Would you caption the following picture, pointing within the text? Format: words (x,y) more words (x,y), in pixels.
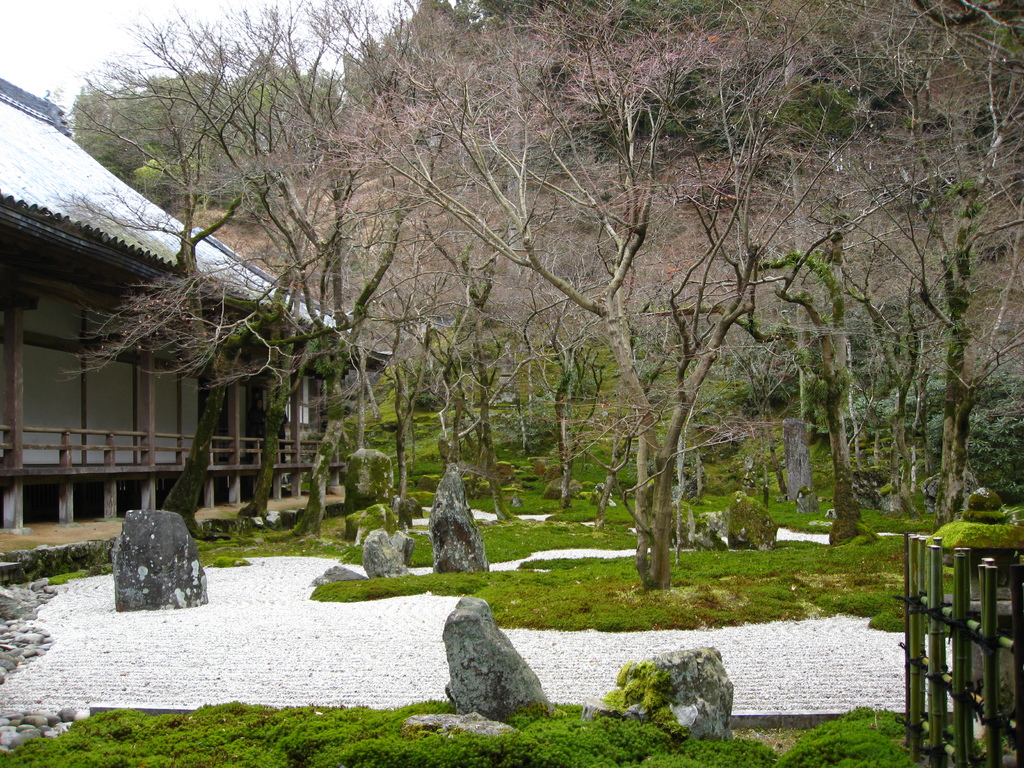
In this image we can see trees (687,241). To the left side of the image (165,234) there is a house (133,375). In the center of the image (409,503) there are stones (381,551). There is a white color pathway (317,634). At the bottom of the image (382,735) there is grass (335,752). To the right side of the image (944,615) there is a fencing (923,669).
